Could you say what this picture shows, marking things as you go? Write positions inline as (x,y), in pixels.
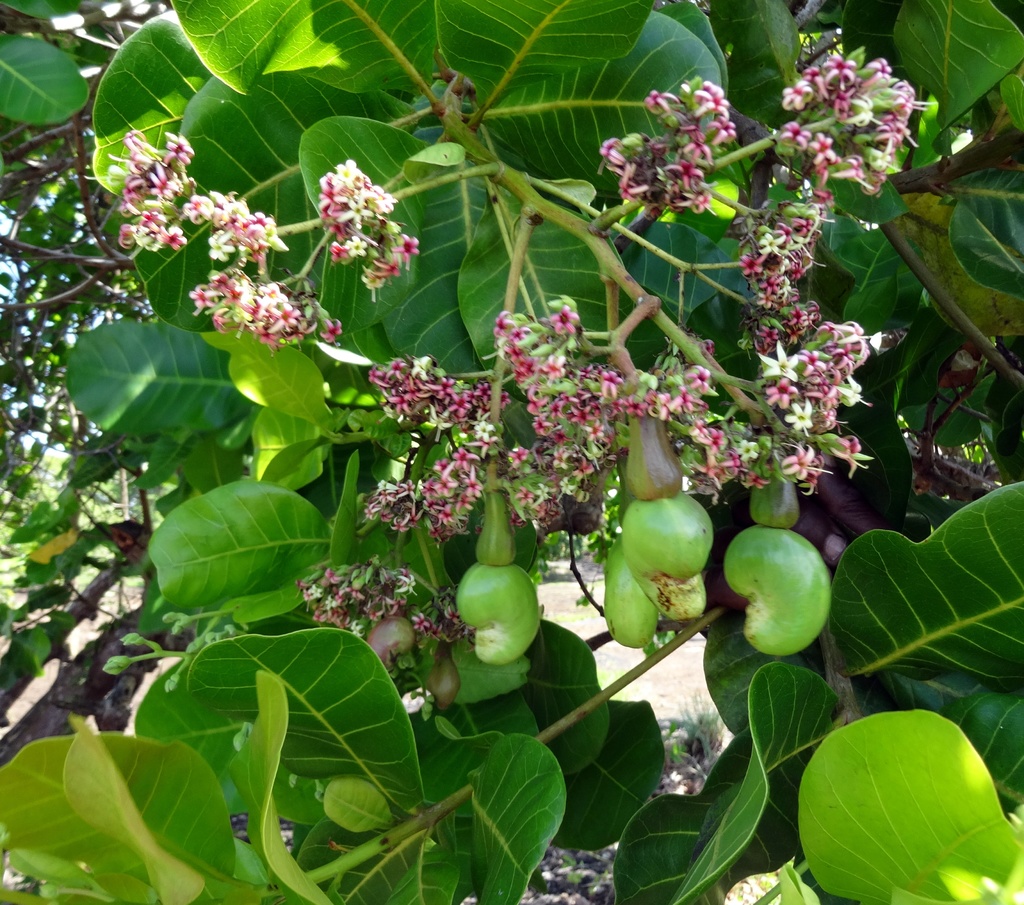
In this image we can see flowers (785,245), fruits (615,546) and leaves (559,794) of a tree (111,642).
